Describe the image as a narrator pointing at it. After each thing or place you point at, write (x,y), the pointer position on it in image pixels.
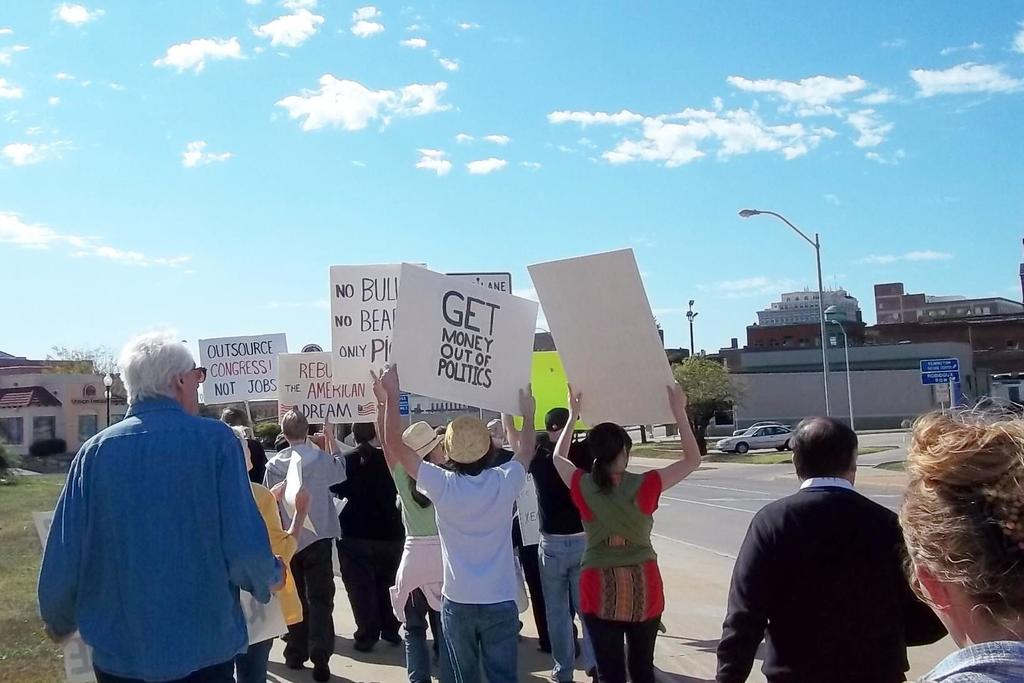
At the left side (159,557) a man (216,541) is walking, he wore blue color shirt (159,514). In the middle (620,441) few girls (411,455) and boys (387,422) are standing with the placards (487,370), on the right side (816,307) there are houses (857,362). At the top (603,127) it is the blue color sky (481,127).
